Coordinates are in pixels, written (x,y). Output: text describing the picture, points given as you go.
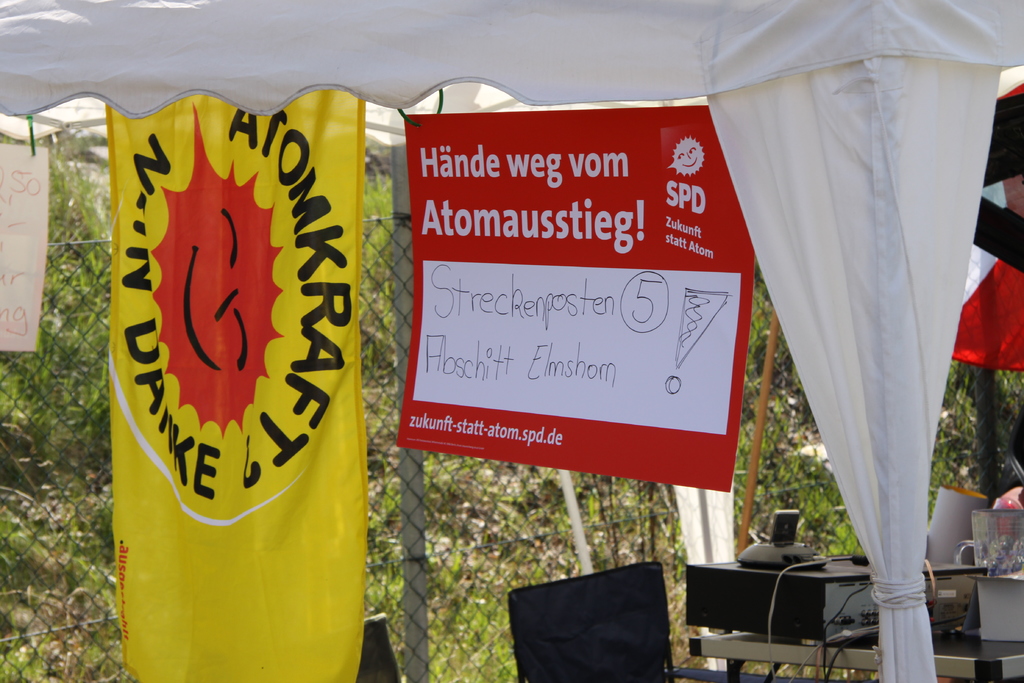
In this image we can see there is a camp (821,175). In the camp (918,617) there is a table (727,638). On the table (755,636) there are so many objects (845,583) placed, in front of the table (702,641) there is a chair (597,663). In the background (53,265) there are trees (371,217) and some clothes (264,314) and banners (527,302) are attached to the camp (828,206).
